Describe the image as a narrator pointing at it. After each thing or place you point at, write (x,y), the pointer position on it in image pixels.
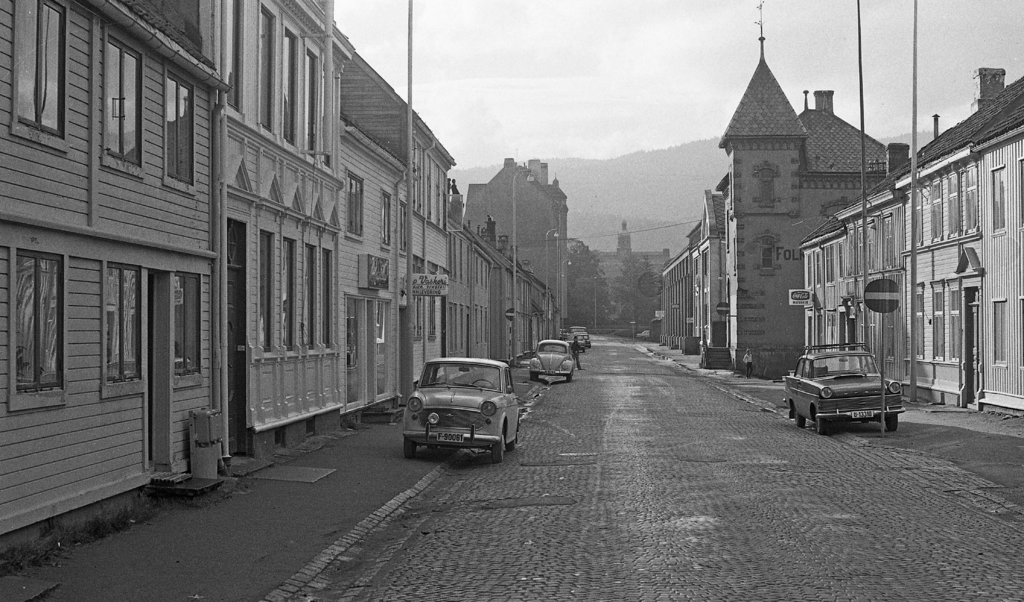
In this image I can see the road (615,443). On both sides of the road (666,493) I can see the vehicles (487,414), people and the boards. I can also see the poles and buildings (737,294). In the background (568,187) I can see the mountain (576,197) and the sky (571,7).
